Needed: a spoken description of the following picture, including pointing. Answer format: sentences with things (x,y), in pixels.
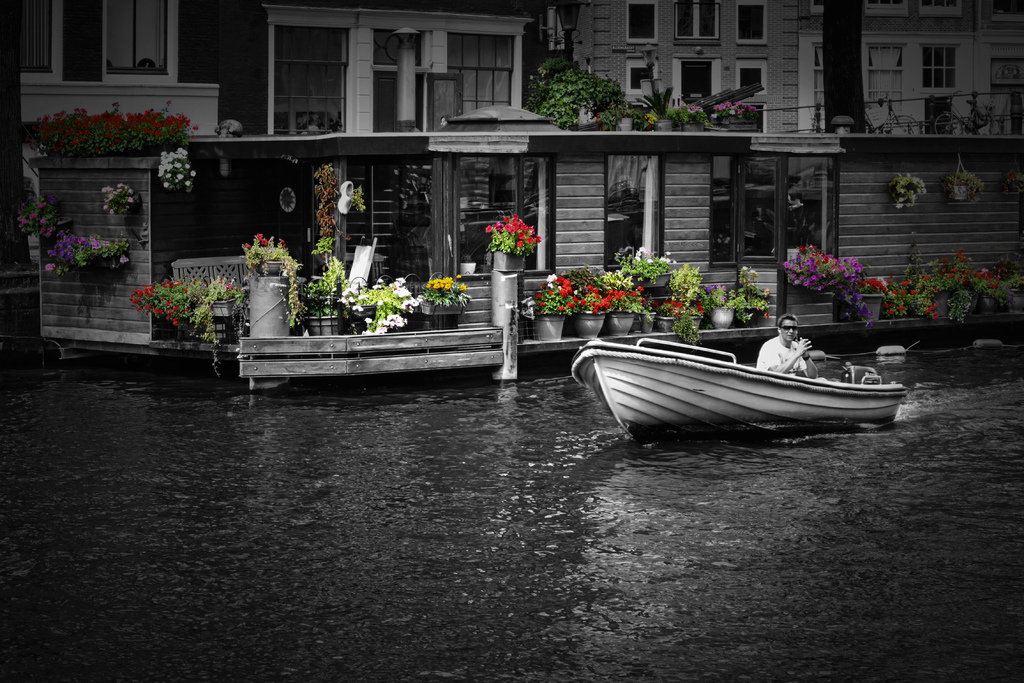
In this image, there is an outside view. In the foreground (854,584), there is a person (788,348) on the boat (721,376) which is floating on the water (568,527). There are some flowers pots (508,243) in the middle of the image (602,318). In the background (656,206), there is a building (392,109).
